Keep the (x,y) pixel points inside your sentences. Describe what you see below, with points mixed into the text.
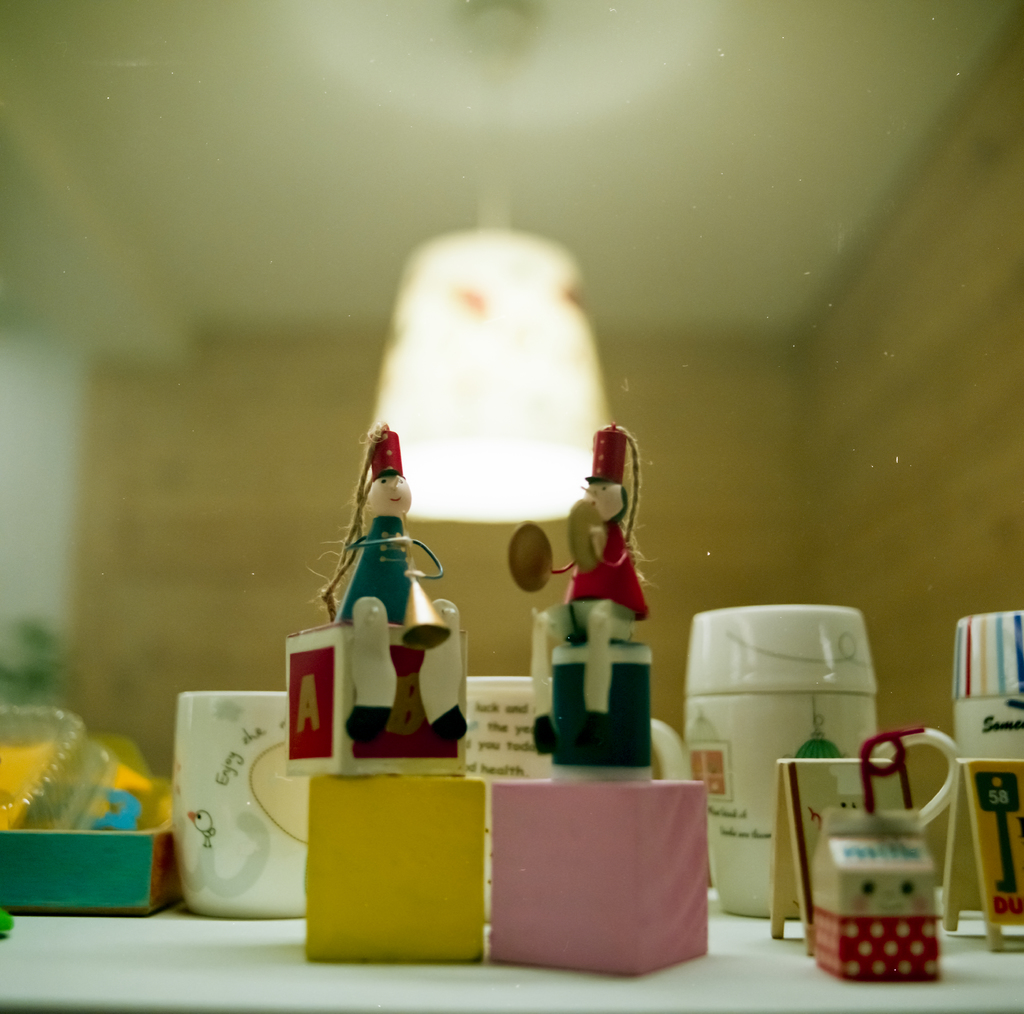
At the bottom of the image (41,988) there is a table (474,972) and we can see blocks (524,796), dolls (608,449), mugs (494,754), box (89,910) and toys (910,875) placed on the table (357,995). In the background (474,517) there is a light (509,376) and a wall (711,444).
